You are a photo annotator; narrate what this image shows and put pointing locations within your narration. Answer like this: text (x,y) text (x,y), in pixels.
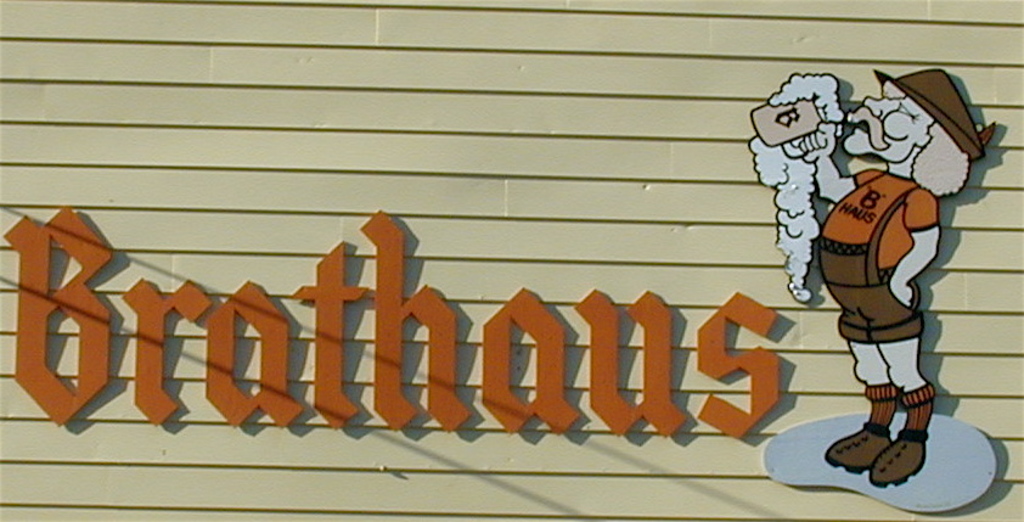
In this picture we can see a wall (393,124), there is a picture (848,333) of a person (865,336) on the right side (867,281), we can see some text (658,364) in the middle (598,347).
